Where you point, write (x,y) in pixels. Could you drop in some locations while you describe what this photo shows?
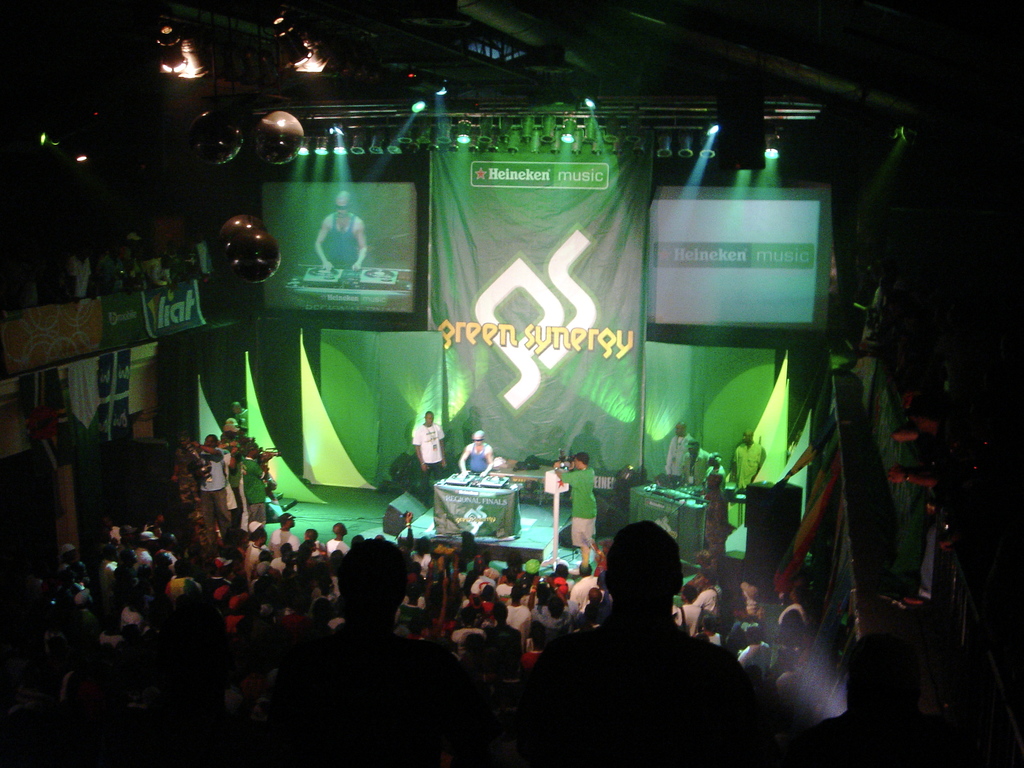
In this image I can see number of people (468,578) are standing. In the background (567,441) I can see few green colour boards (597,229), few screens (728,287) and above it I can see number of lights (510,124). On these boards (491,278) I can see something is written and I can see this image is little bit in dark.
